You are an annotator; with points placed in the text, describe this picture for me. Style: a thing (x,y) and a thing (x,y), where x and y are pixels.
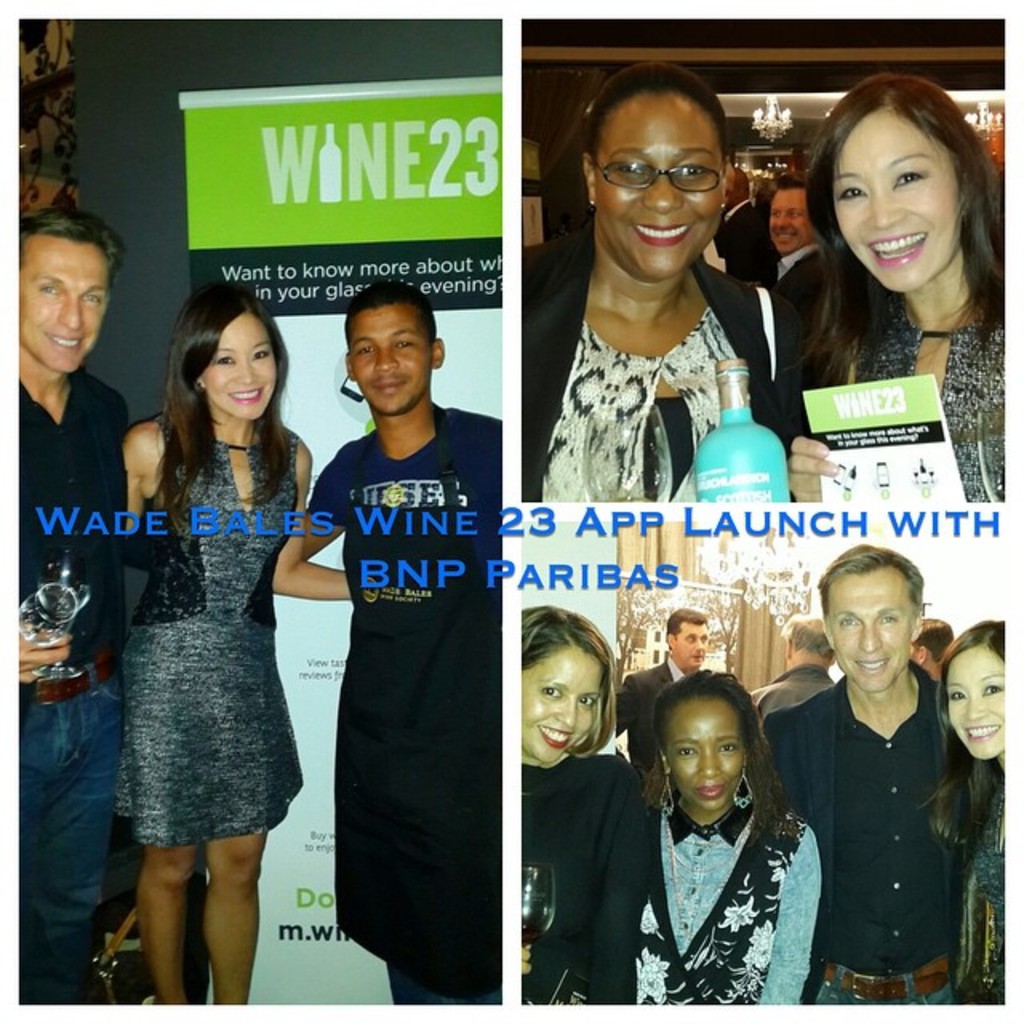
This image is a collage image. On the left side of the image (167,475) there are three persons (342,497) standing and smiling and one them is holding an object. On the top right side (872,260) there are two women (819,328) standing and smiling. On the bottom of the image (797,905) there are four people (790,823) are standing and smiling.
